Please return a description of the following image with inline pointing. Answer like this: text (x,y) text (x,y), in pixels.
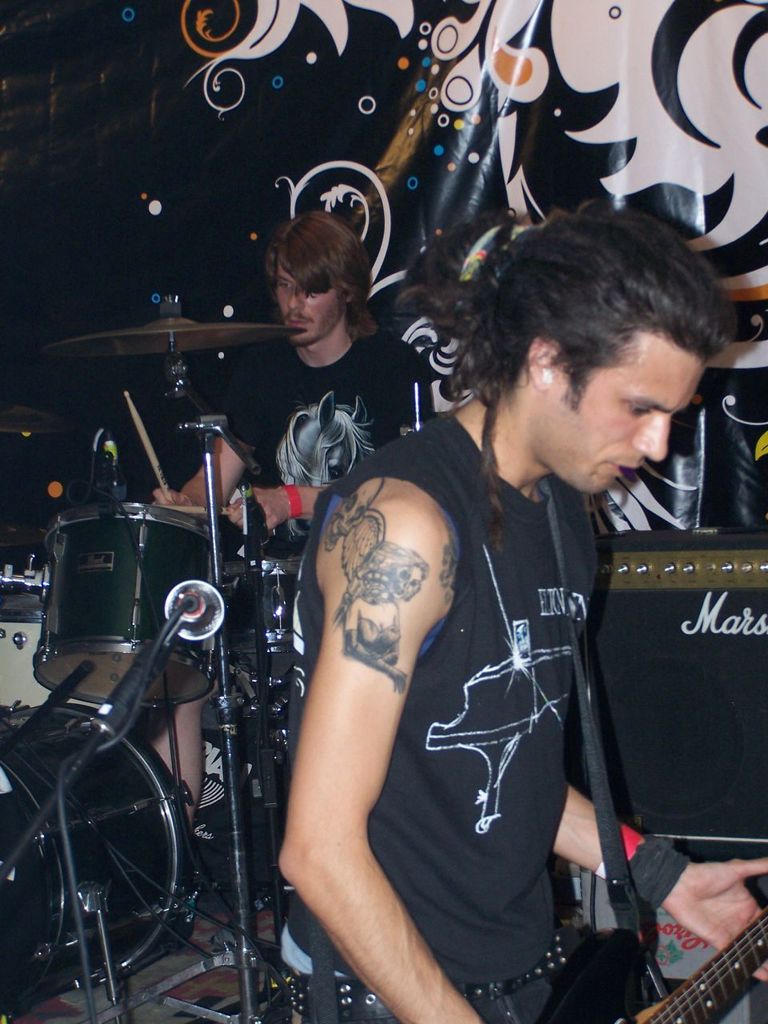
In the foreground of the picture (481,612) there is a person (471,623) in black t-shirt (471,934) playing guitar (719,963). In the center of the picture (286,402) there is a person (232,505) playing drums (202,526). In the background (354,92) there is a banner (652,100).
